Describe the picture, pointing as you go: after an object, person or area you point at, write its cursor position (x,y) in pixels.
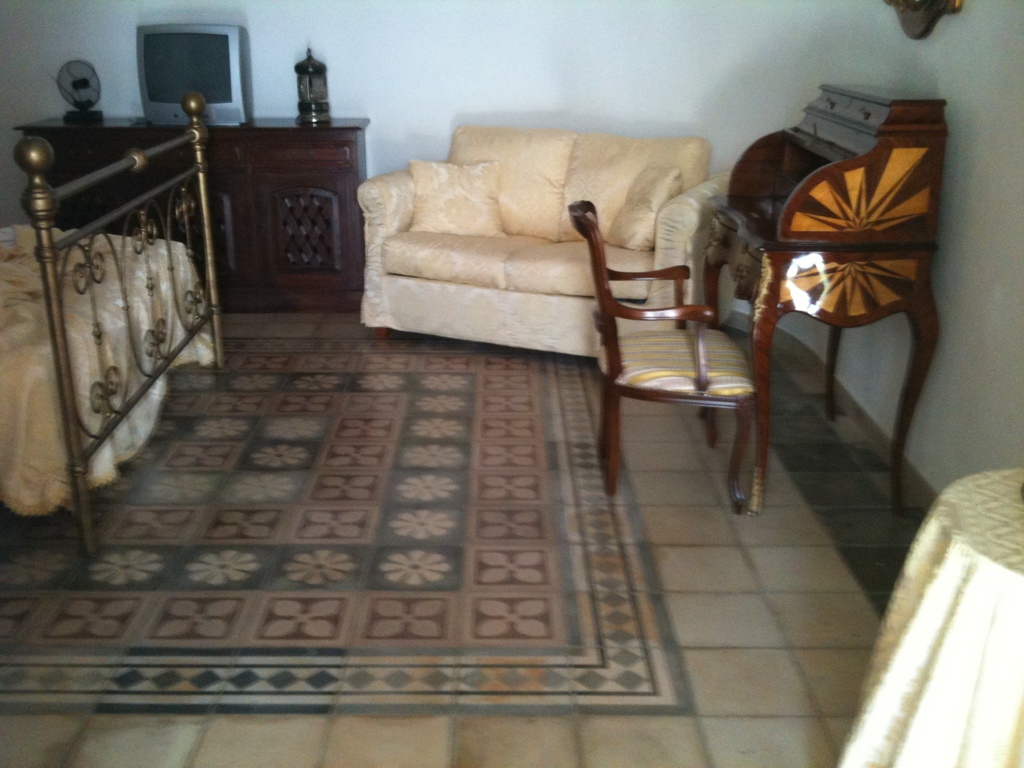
This picture describes about interior of the room (684,496), in this we can find a chair (655,387), sofa (531,283) and a bed (40,409), and also we can find a television (238,76) and couple of things (313,98) on the table (287,204).
